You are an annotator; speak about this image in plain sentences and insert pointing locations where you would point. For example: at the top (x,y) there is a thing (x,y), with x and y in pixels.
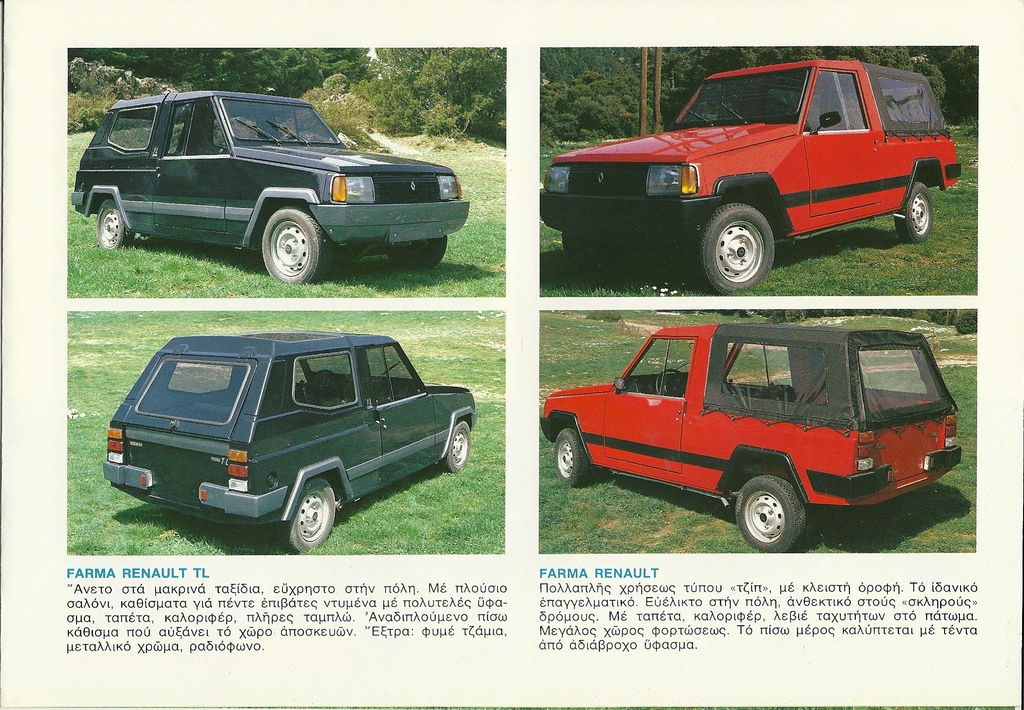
The picture is collage of images. At the bottom (310,634) there is text (139,616). In this picture there are four cars (303,192). The cars (697,190) are in black and red in color. In the image, at the top (309,88) there are trees (373,94), plants (479,97) and grass (609,277).
